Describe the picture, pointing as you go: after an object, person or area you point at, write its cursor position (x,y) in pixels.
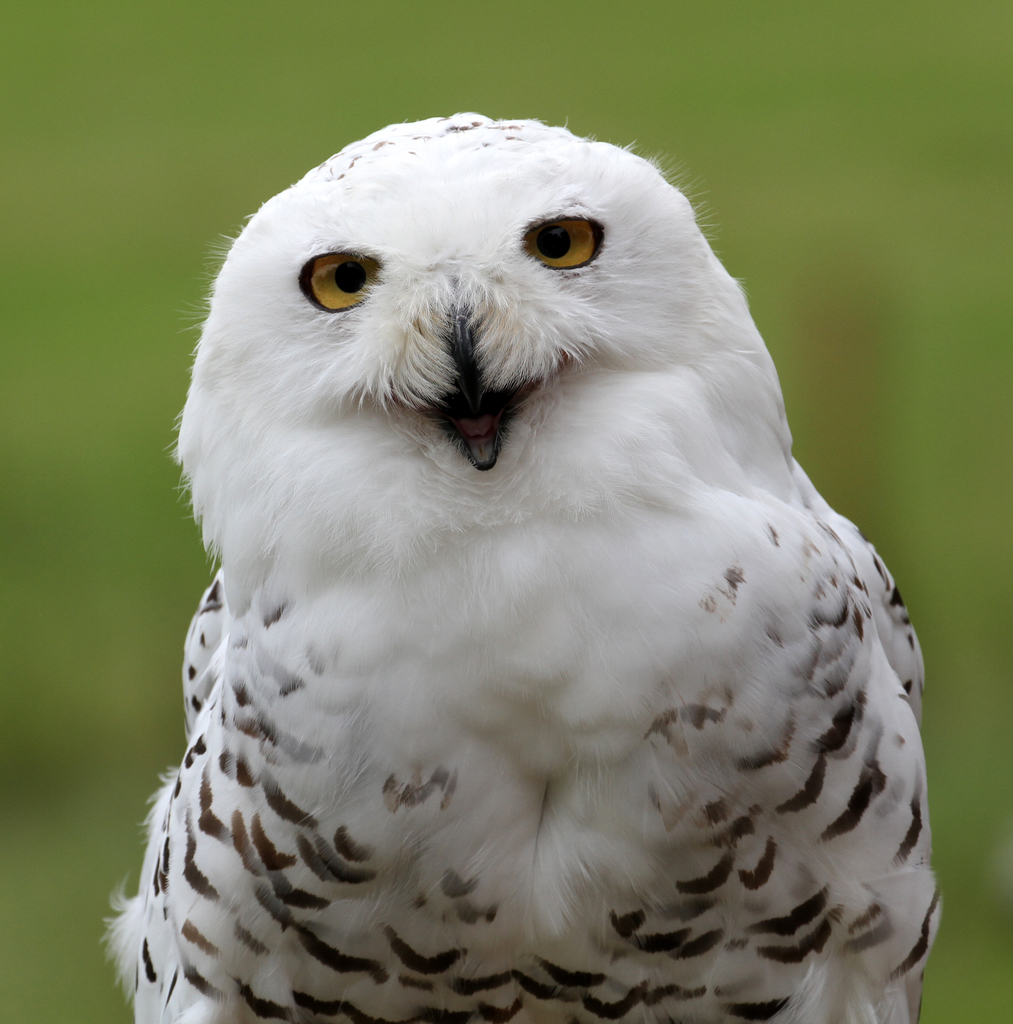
There is an owl (338,202) in white and black color combination, opened its mouth (487,394) and standing. The background (807,93) is green in color.
